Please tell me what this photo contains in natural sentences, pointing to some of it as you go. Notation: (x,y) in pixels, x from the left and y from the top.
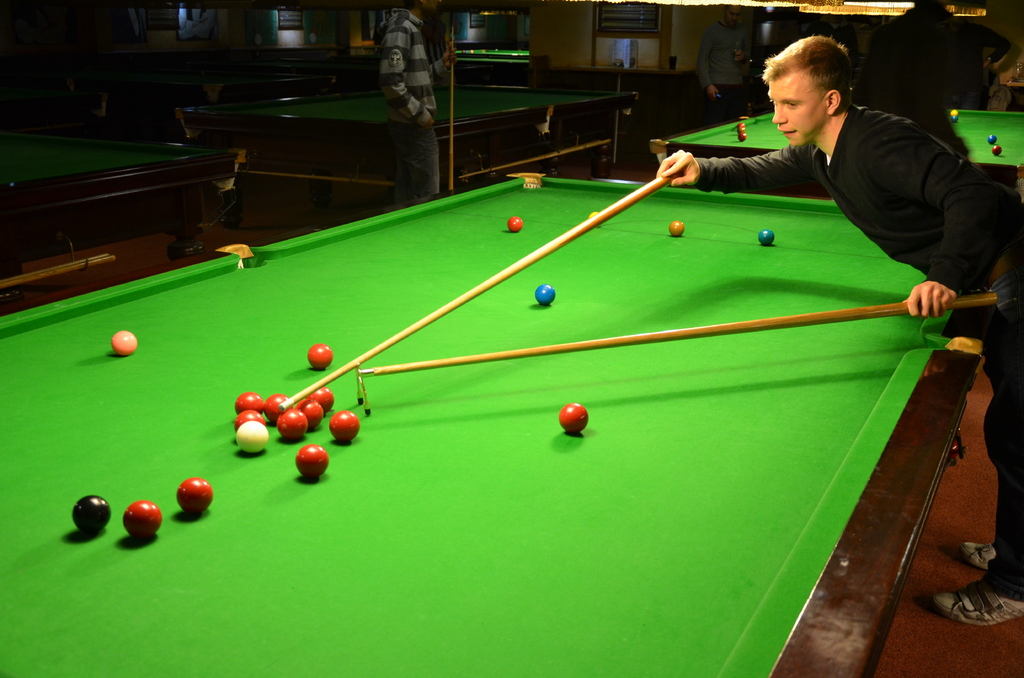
In the image there are many snooker table (187,221). In this snooker table (552,468) we can see many balls (251,395). One person (880,228) is holding two sticks (737,327) in his hand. He is wearing a black shirt (944,220) and jean (1008,475), is wearing a shoe (967,598). The carpet (929,585) is red. There are other snooker table (386,155) in the background (490,105). Other people (415,79) are playing.
